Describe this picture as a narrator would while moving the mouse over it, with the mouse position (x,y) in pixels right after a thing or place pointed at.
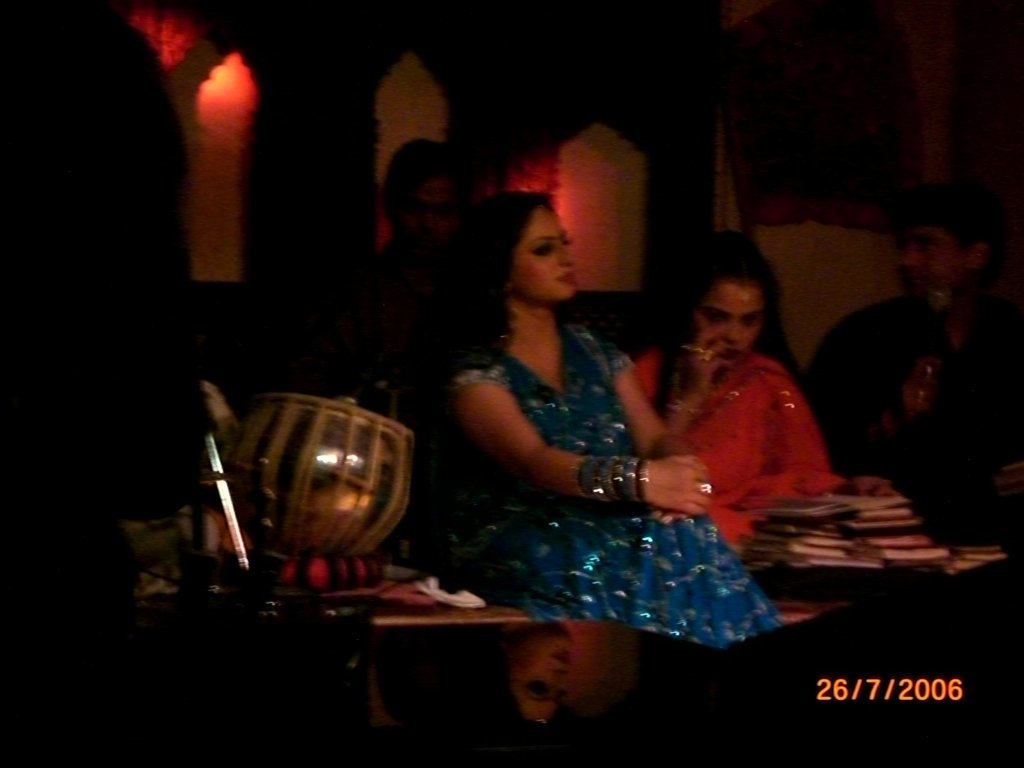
In this picture I can see people (805,413) among them I can see two women (684,406), they are wearing sarees (611,405). On the left side (225,493) I can see a microphone (241,545) and a musical instruments (313,541). In the background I can see lights (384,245). Here I can see a watermark (886,696).
